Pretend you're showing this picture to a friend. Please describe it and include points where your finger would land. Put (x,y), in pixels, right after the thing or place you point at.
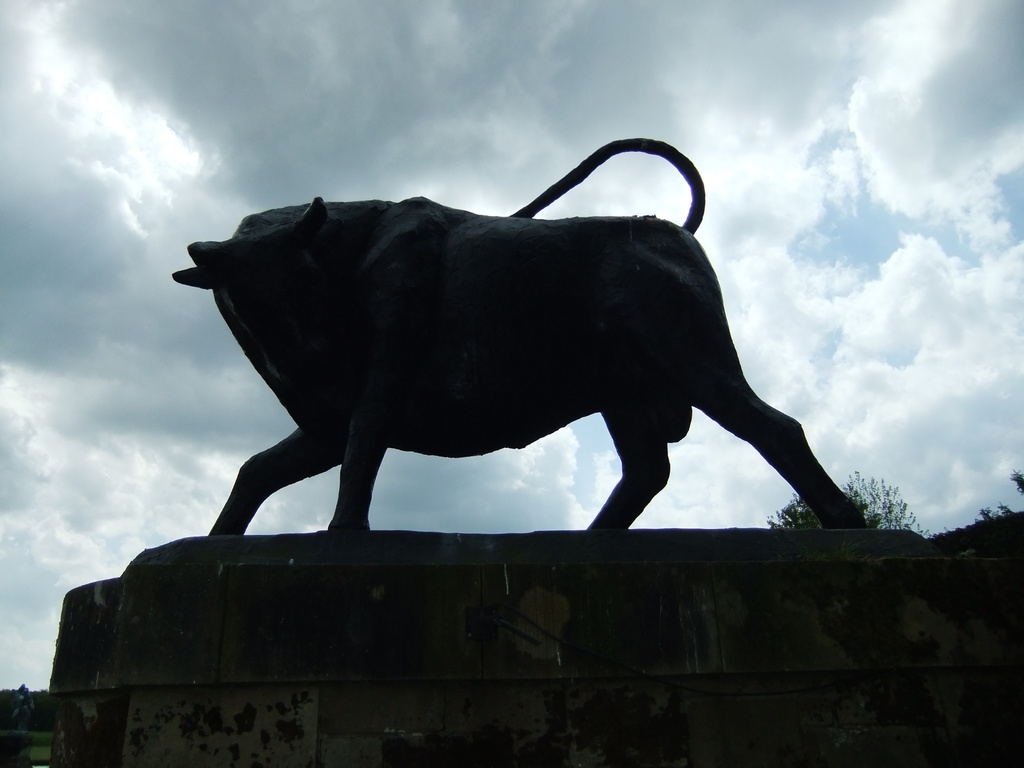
We can see sculpture (650,386) of an animal (666,388) on the platform (448,561). In the background (957,525) we can see trees (4,722) and sky (551,76) with clouds (398,188).
